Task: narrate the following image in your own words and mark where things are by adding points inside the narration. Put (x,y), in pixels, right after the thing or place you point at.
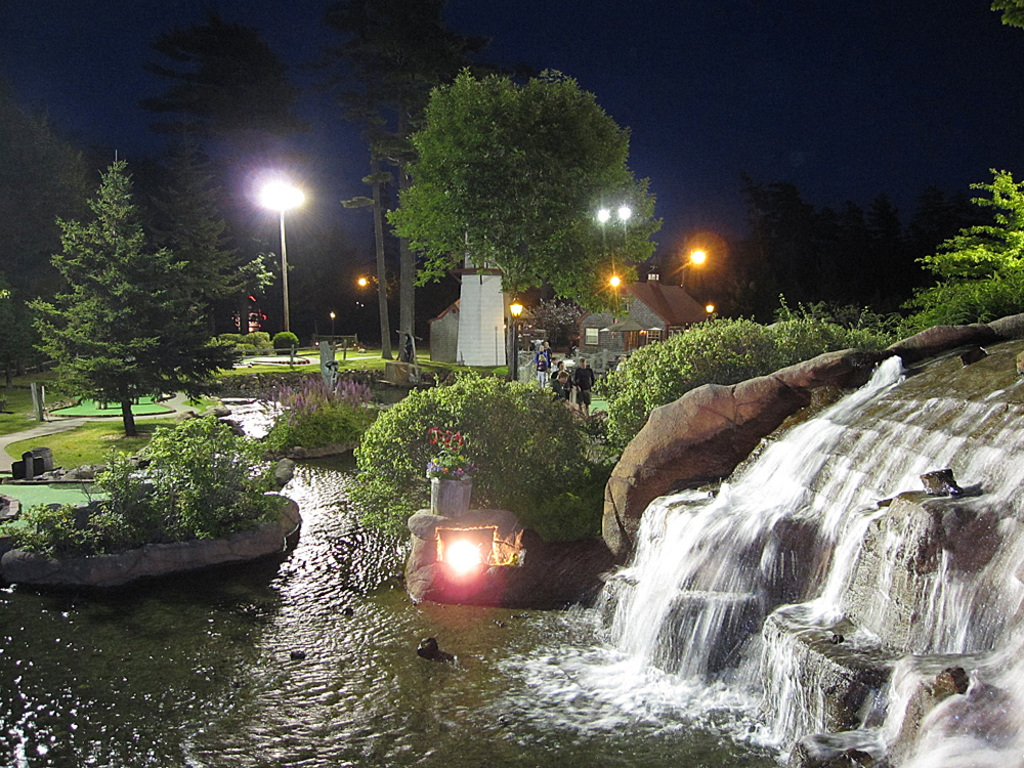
In this image there is the sky (871,109), there are trees (550,193), there is a house (590,315), there is pole (286,287), there are lights (283,207), there is a waterfall (843,540), there is a rock (941,340) truncated towards the right of the image (812,527), there is a tree (996,247) truncated towards the right of the image (999,221), there is the grass (467,368), there is board (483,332), there are trees (57,265) truncated towards the left of the image (77,203), there are some persons (541,370) standing.
